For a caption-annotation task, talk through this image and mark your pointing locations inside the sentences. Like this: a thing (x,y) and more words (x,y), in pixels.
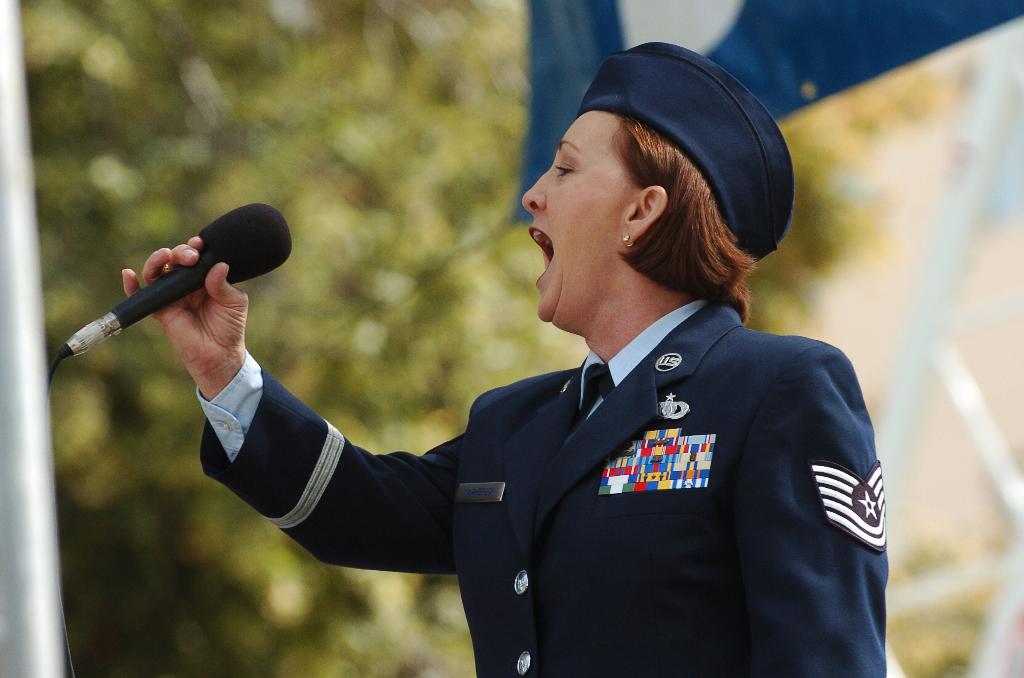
In the center of the image (590,241) there is a woman (568,203) holding a mic (143,308). In the background (257,84) we can see flag (535,25) and tree (343,115).
